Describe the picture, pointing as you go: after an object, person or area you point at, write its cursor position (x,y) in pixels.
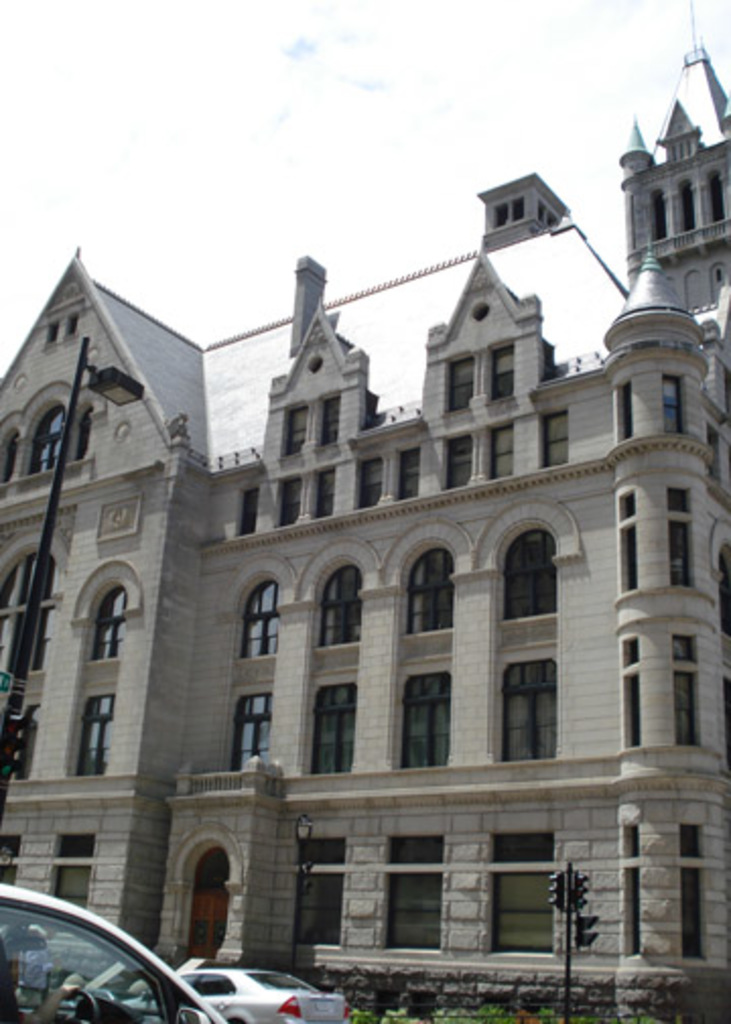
This is a picture of a building (510,826). In the foreground (49,921) there are cars (341,1005), plants (491,1016) and signal light (568,904). On the left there is a street light (36,611). It is sunny.
